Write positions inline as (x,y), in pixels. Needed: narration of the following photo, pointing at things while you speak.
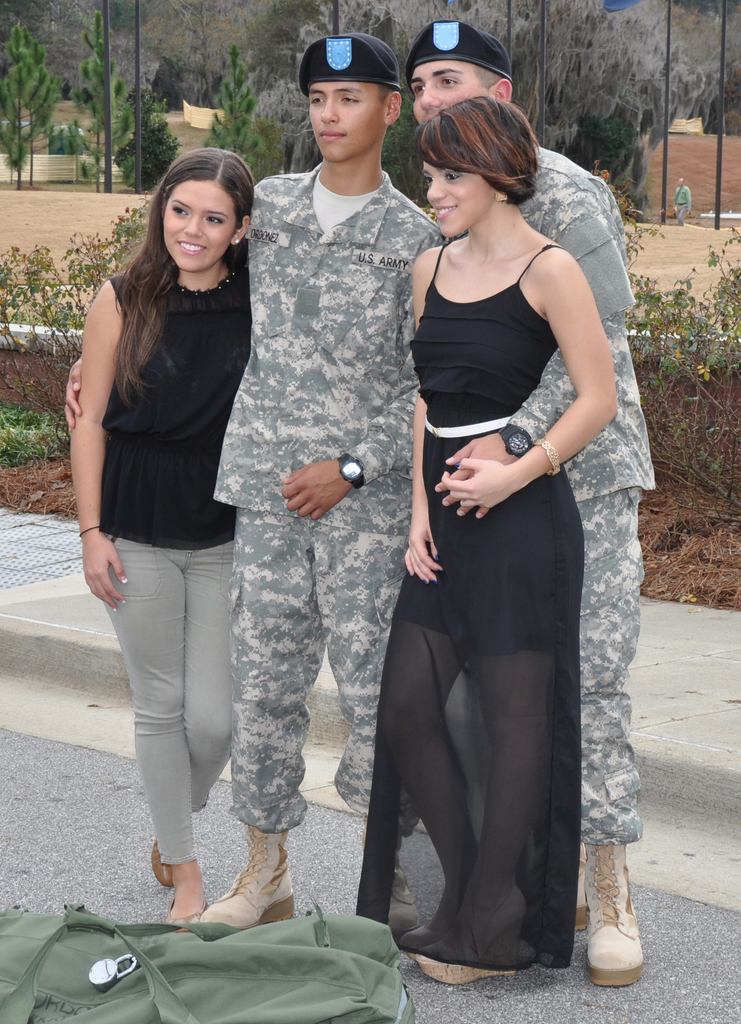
In picture I can see two men (597,202) and two women (486,557) standing on the road (313,906) and there is a smile on their face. I can see a bag (208,959) on the road (302,904) at the bottom of the picture (199,930). In the background (587,47), I can see the plants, wall fence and trees (608,94).
